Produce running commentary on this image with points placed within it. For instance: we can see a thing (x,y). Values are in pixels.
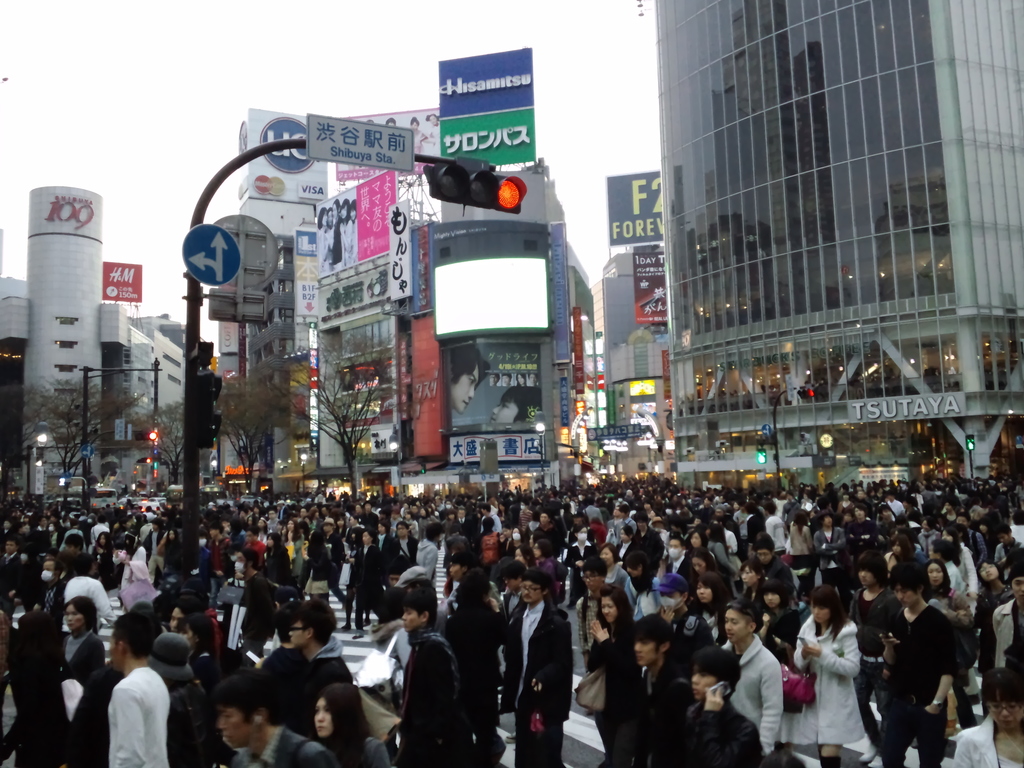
In this image I see number of people (546,560) and I see poles (197,452) on which there are boards (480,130) and traffic signals (200,376) and in the background (517,447) I see number of buildings (619,356) and I see boards (627,181) on which there is something written and I see the sky (283,69) and I see the trees (318,397).
